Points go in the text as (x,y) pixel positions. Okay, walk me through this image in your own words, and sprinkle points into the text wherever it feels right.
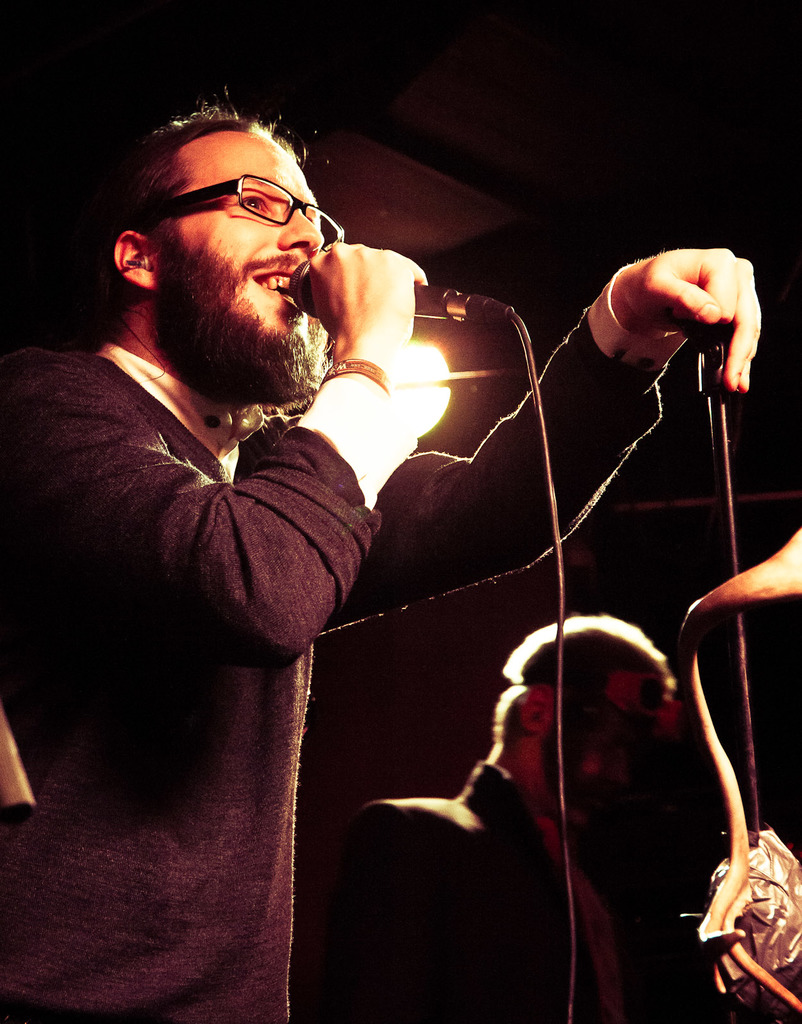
In the image there is a man (242,535) holding a mike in one hand (356,340) and putting another hand (698,288) on a stand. He is wearing a brown t shirt (154,524). In the right corner (662,707) there is another man (609,910), he is wearing a blazer (422,841).
